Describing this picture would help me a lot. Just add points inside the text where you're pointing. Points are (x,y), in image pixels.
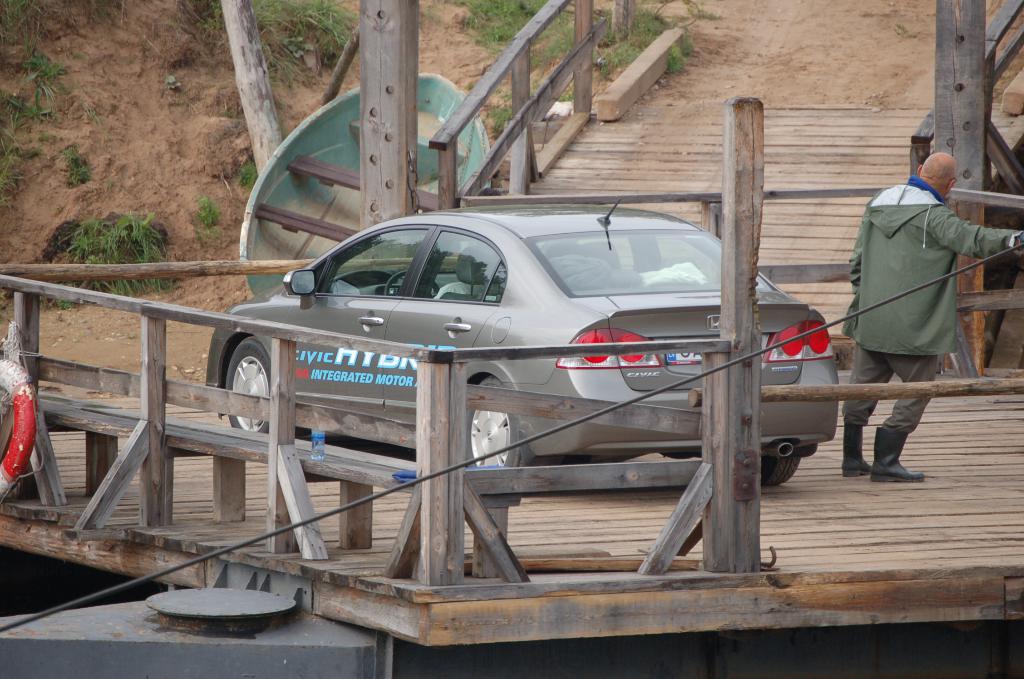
In this picture we can see a vehicle (622,286), person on a wooden platform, where we can see a fence (527,198), grass (680,47) and some objects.
